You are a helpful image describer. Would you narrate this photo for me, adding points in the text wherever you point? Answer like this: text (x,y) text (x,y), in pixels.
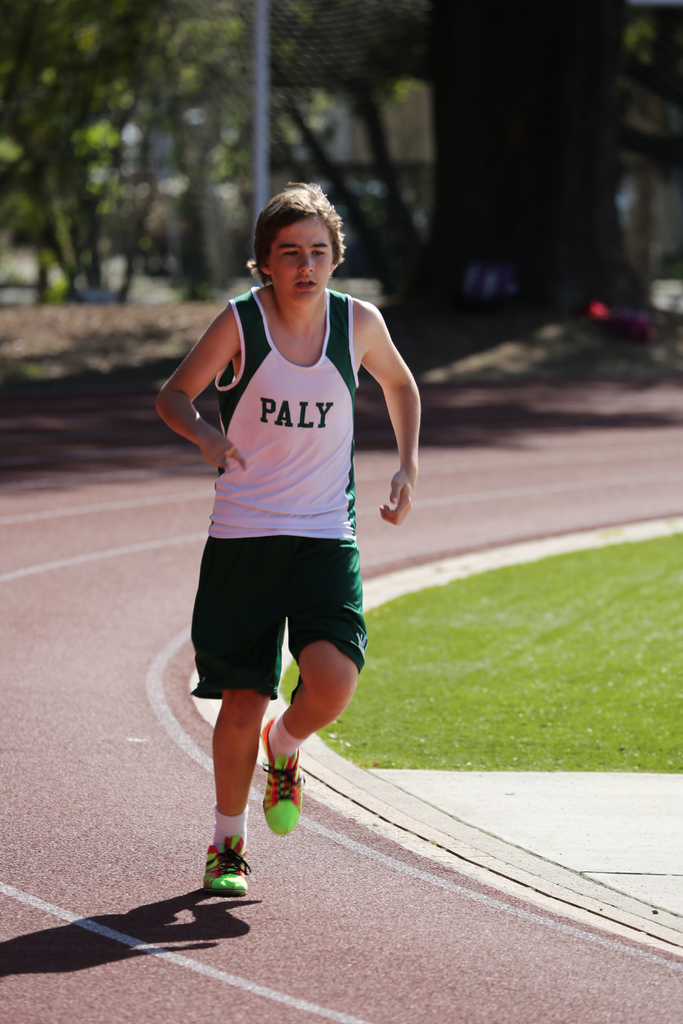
This picture is clicked outside. In the center (278,472) we can see a person (291,333) wearing white color t-shirt (291,417) and running on the ground (512,979) and we can see the green grass (585,645). In the background (538,49) we can see the trees (124,155) and some other objects (263,84).
